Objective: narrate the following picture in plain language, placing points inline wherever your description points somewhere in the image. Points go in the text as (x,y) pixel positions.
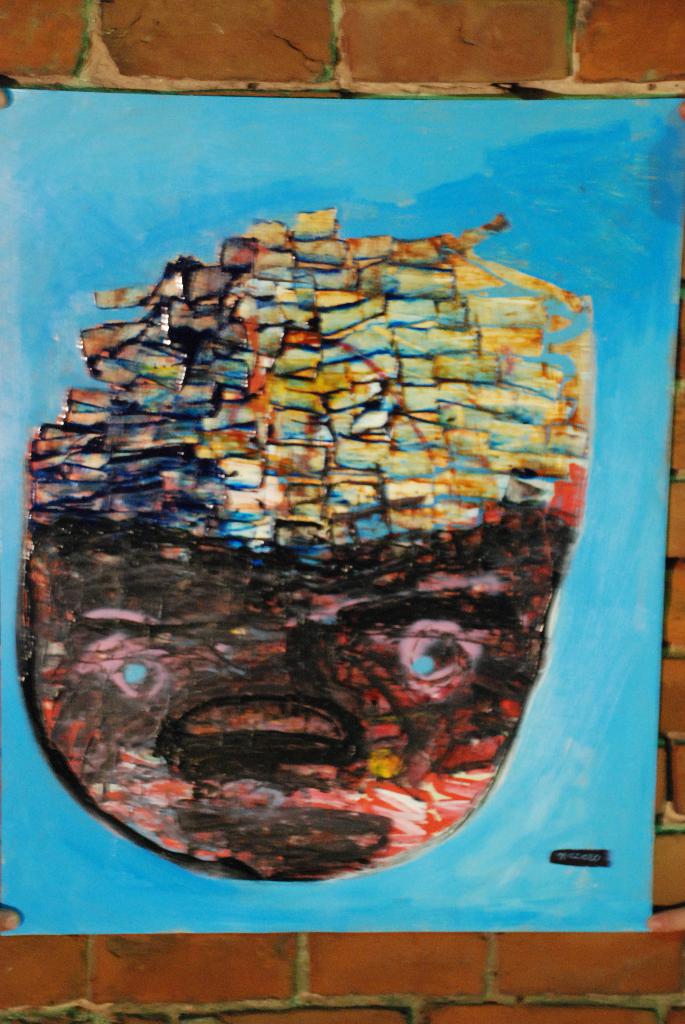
In this picture there is a painted chart (236,576) in the center of the image (326,652), which is placed on the wall (233,45).
